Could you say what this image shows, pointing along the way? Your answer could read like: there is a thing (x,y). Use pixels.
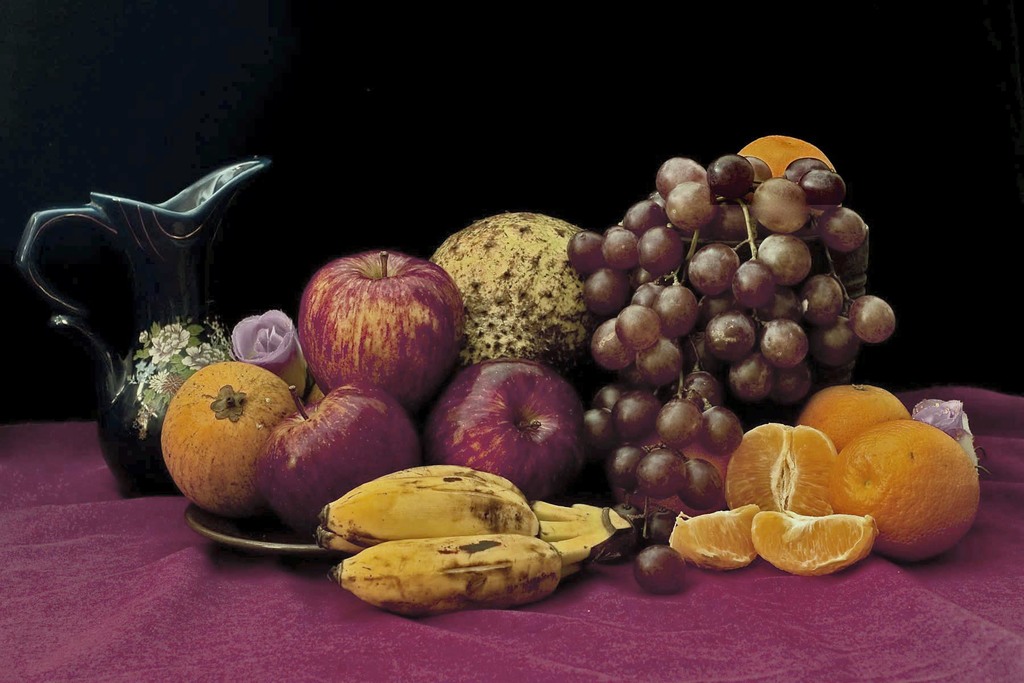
In this picture we can see some fruits (486,394), plate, mug (89,214) are placed on the cloth (642,614).
